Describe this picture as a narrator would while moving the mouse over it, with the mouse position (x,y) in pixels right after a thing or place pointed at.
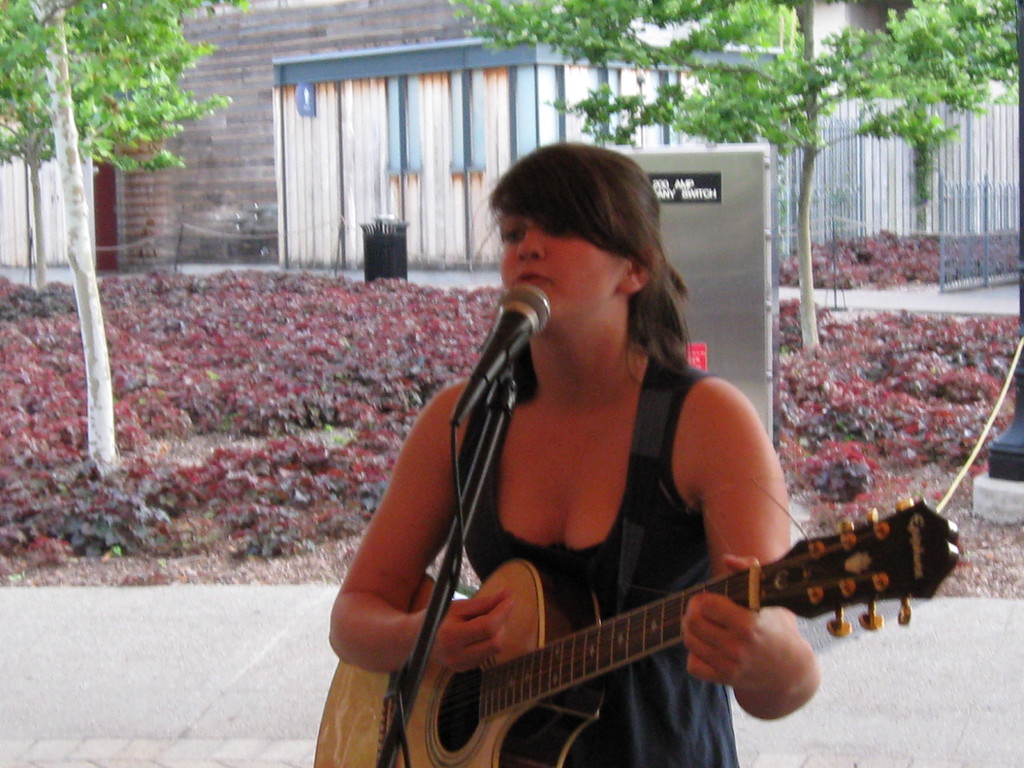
This is a picture of a women (610,549), the woman (651,592) is holding a guitar (532,690) and singing a song. In front of the women (572,339) there is a microphone (511,359) with stand (461,536). Background of the women (533,380) there is a plants (304,362), trees (105,114) and a shed (308,131).
